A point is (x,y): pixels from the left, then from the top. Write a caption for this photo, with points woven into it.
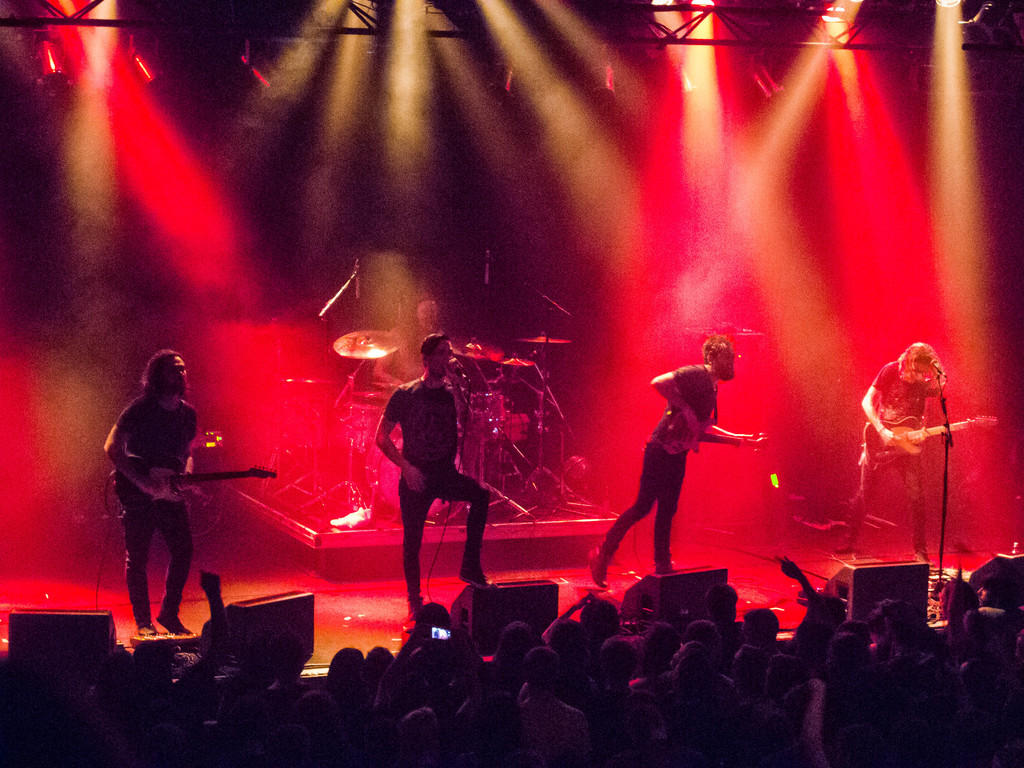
Front there are audience (687,732). On this stage (753,549) these two persons (172,614) are playing guitar (170,482) and in middle of this person's (693,409) a person (431,468) is standing and singing in-front of mic (466,375). On the left side of the image (91,48) there is a focusing light (102,33). On the right side of the image (920,410) a person (927,364) is playing guitar (904,430) in-front of mic (943,372). Backside of this person's (160,418) another person (406,356) is playing musical instruments (534,392).
